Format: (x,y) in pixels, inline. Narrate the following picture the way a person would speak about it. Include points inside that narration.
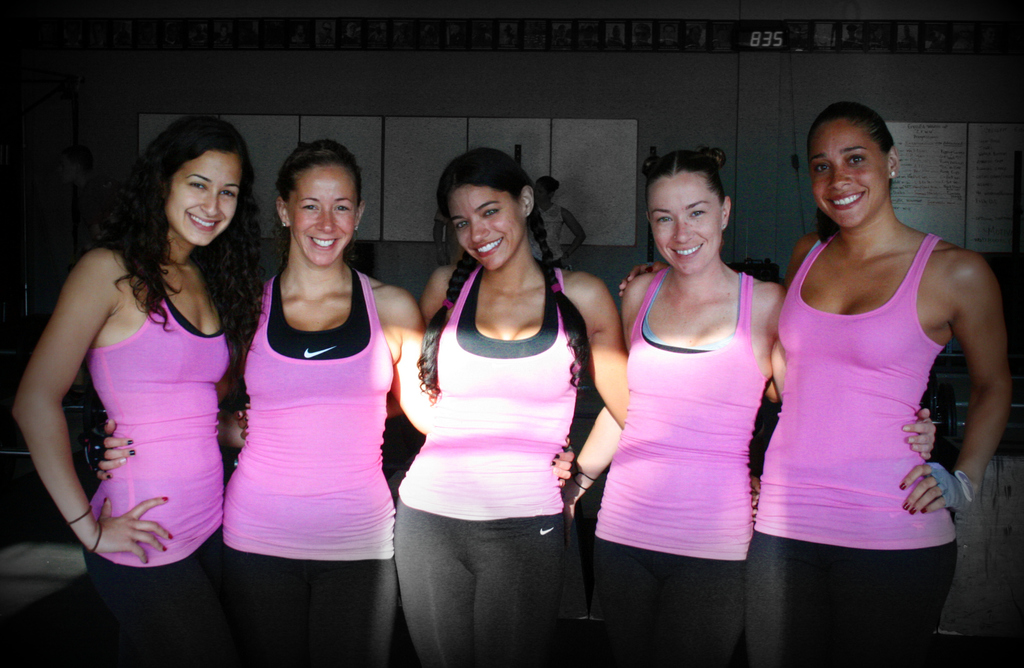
In the picture I can see these women (422,535) wearing pink color T-shirts (163,565) and black color pants (134,598) are standing here and smiling. The background of the image (950,150) is dark, where we can see a few more people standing and I can see boards (517,137) fixed to the wall (532,83).
